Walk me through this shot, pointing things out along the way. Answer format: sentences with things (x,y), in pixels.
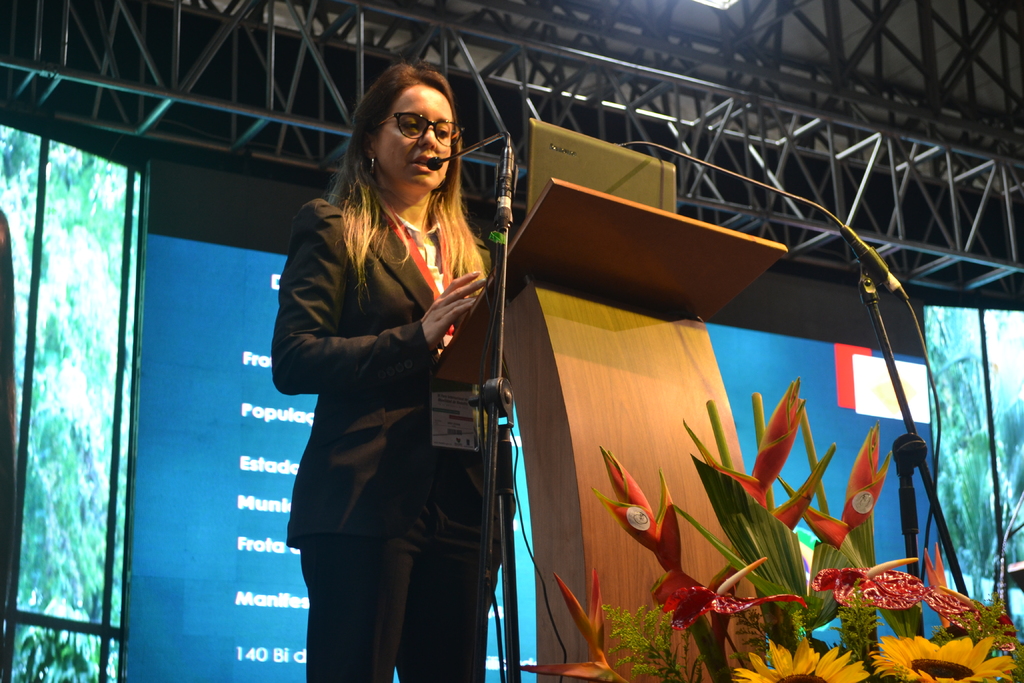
In this image we can see a woman (358,261) wearing the glasses (405,121) and standing in front of the podium (611,322) and also the mics (510,169) with stands (867,283). We can also see the laptop (545,139). In the background (161,298) we can see the blue color banner (242,371) with text (291,408). We can also see the screens (131,291) and plants (799,517). At the top (470,15) there is ceiling (825,62) with the rods (745,123). We can also see the light (714,9).
